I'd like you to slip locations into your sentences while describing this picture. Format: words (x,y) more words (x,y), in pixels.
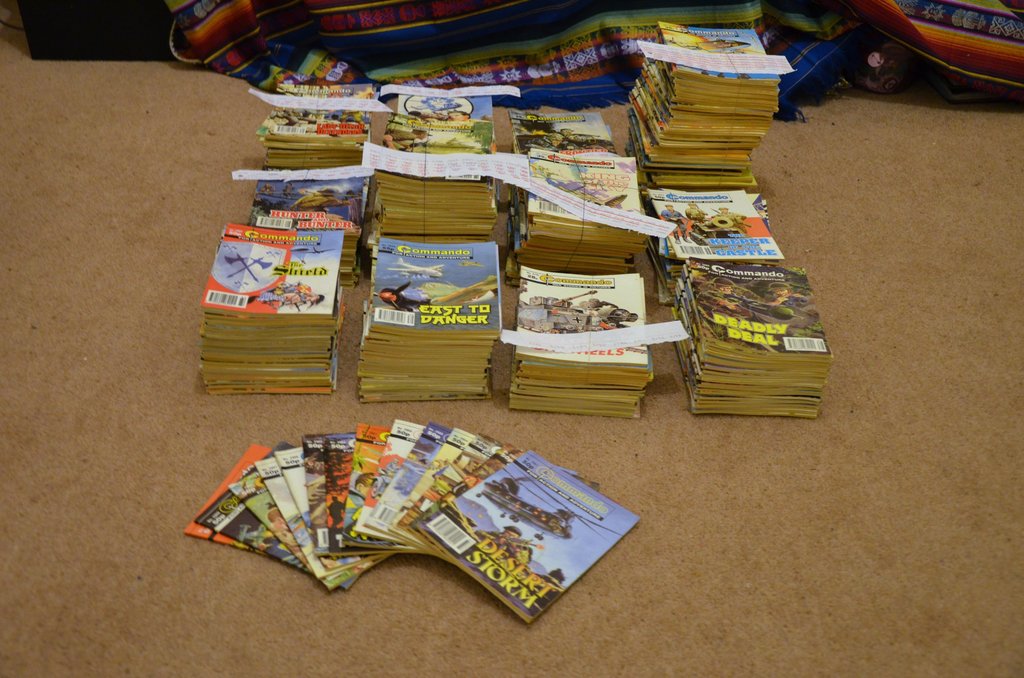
In this image we can see different type of books (471,382) are kept in a bundle (523,372).
